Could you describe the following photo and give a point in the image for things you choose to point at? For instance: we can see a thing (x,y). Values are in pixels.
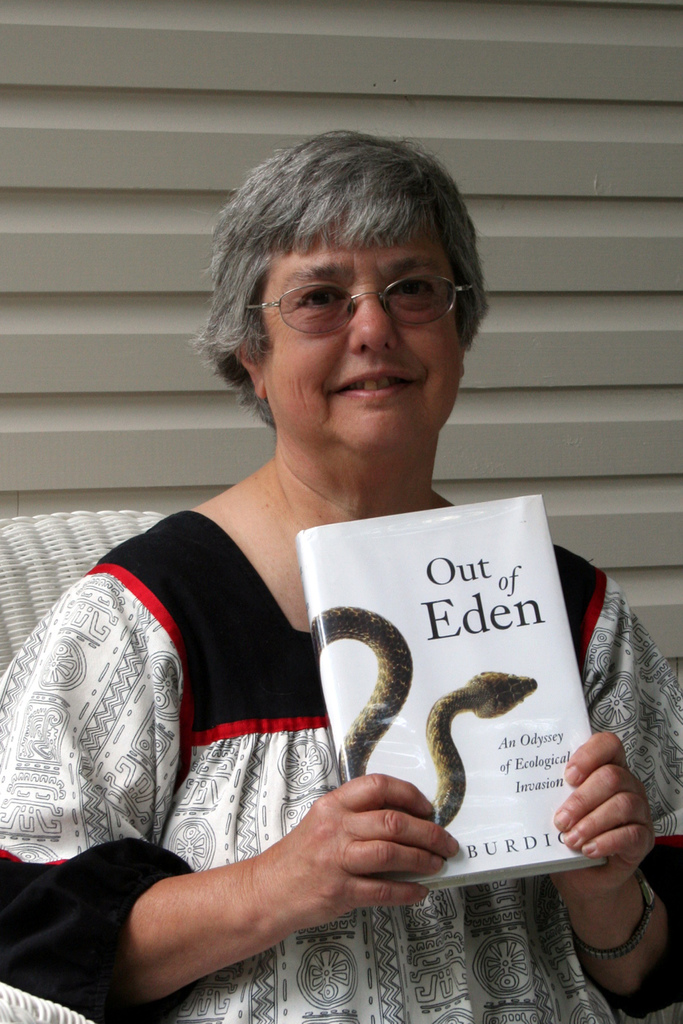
In the picture I can see a woman (564,1005) in the middle of the image (295,453) and she is holding a book (522,663) in her hands (396,826). It is looking like window blinds (504,390) in the background (161,325).
